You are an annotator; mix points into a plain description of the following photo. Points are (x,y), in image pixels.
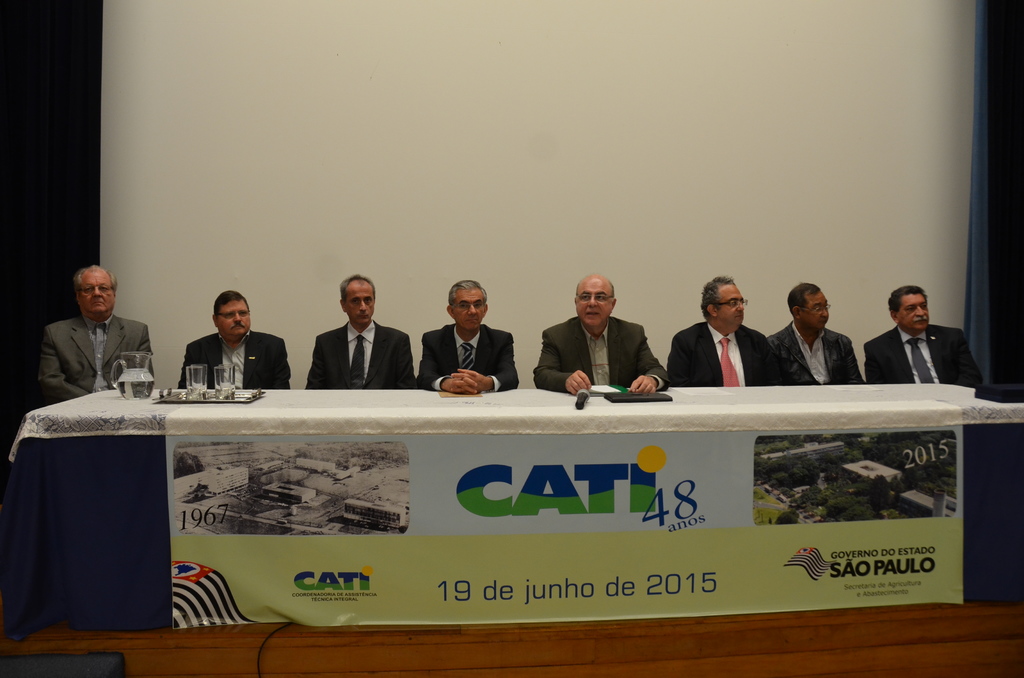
In this picture I can see group of people (476,351) sitting, there is a jug (143,391), glasses (231,391) on the tray (169,401), a mike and books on the table (174,402), and in the background (304,222) there is a wall (456,97).
